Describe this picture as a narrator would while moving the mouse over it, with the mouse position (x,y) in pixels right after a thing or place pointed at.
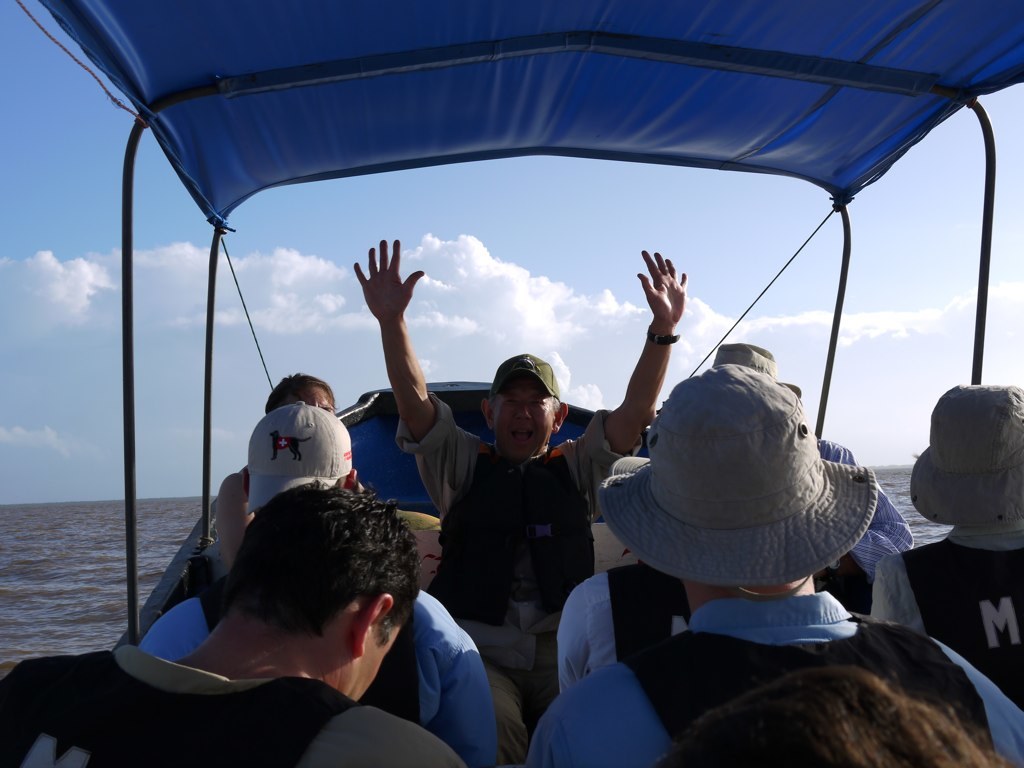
This image consists of a boat (475,390). In that there are so many people (537,554). One of them is raising hands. There is sky (528,228) at the top (19,192). There is water (96,525) on the left side (55,557) and right side.
